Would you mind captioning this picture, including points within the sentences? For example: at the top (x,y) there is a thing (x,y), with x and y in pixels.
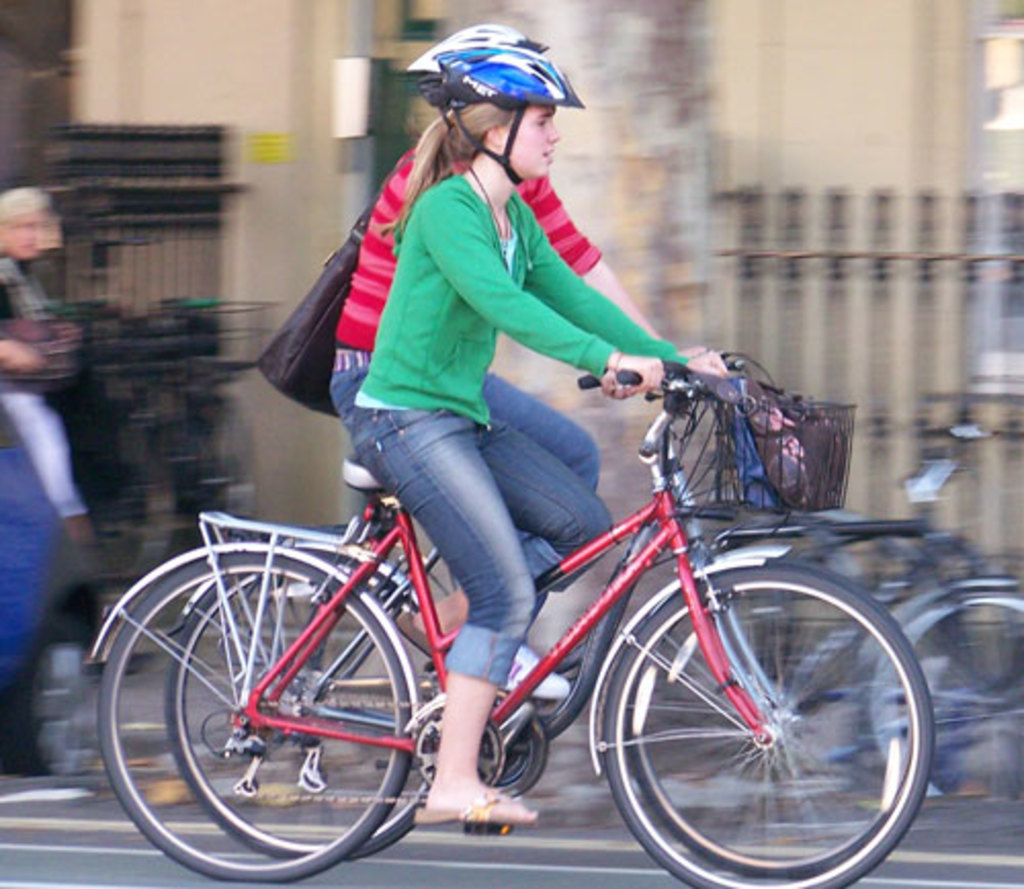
In this image I can see two people (390,237) are cycling their cycles (605,595). I can also see both of them are wearing helmets (424,58) and one of them is carrying a bag (280,334). In the background (946,567) I can see few more cycles (912,558) and one more person (28,355).
